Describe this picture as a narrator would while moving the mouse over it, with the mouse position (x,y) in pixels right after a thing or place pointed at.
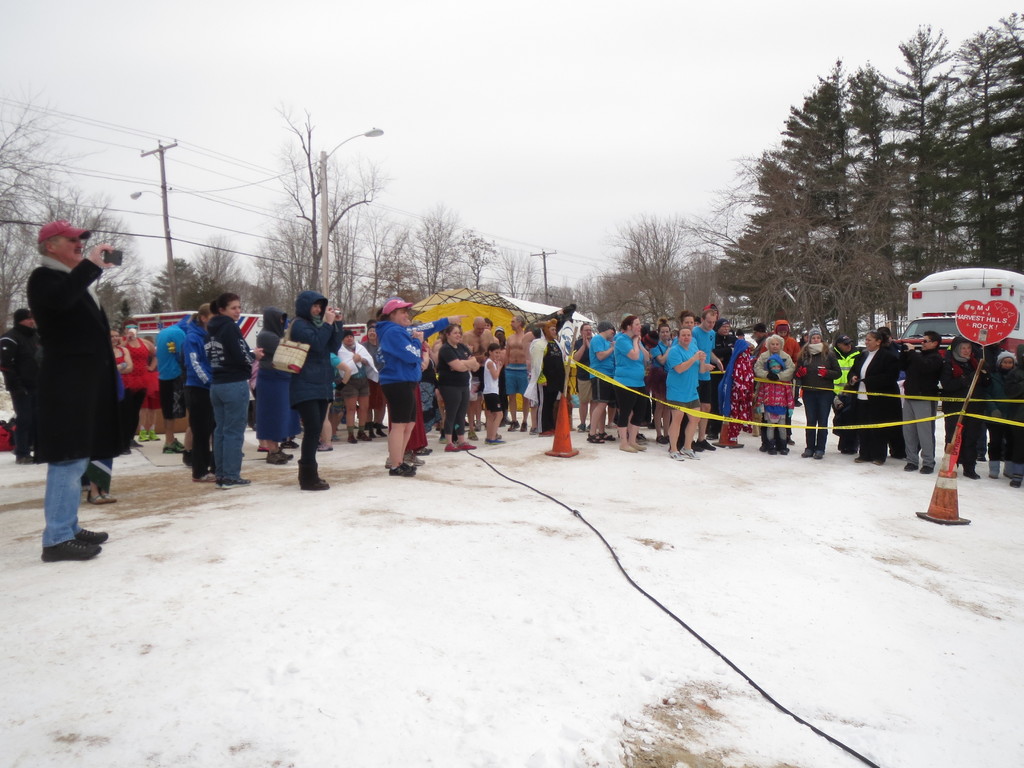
In this image we can see many trees (345,258). There are few electrical poles (168,248) and few cables (221,228) are connected to it. There are street lights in the image. There is a snow (781,479) in the image. There are many people (483,361) standing and few people (400,382) are holding some objects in their hands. There is a sky (186,253) in the image.
